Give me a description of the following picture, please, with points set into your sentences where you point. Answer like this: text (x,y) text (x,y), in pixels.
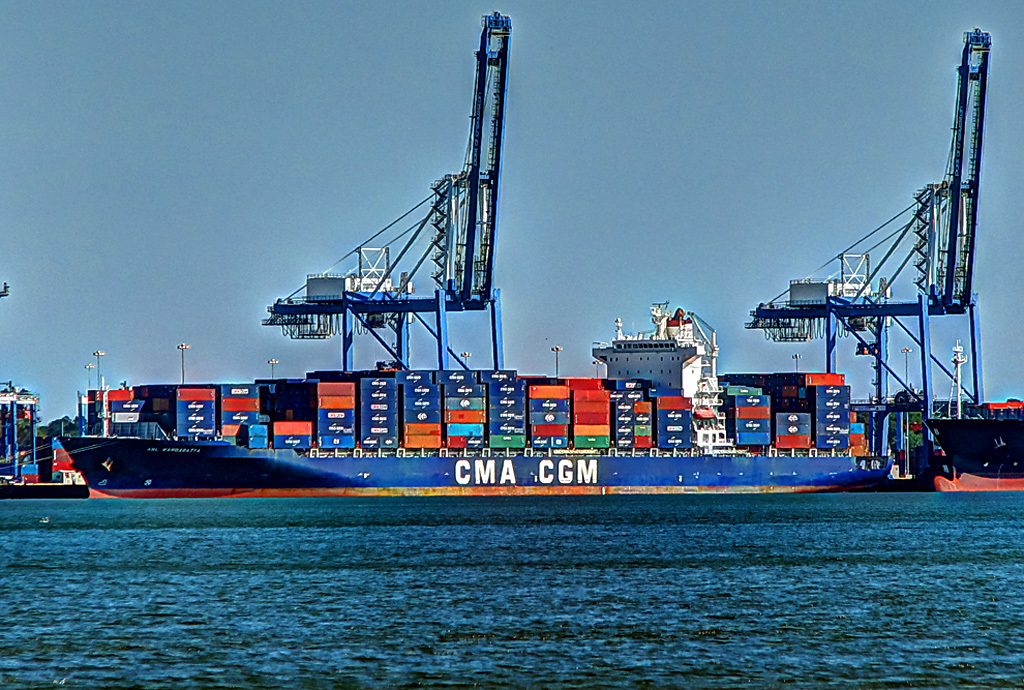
At the bottom of this image (462,567) I can see the water (505,577). In the background (614,459) there is a cargo ship (224,441), two cranes (394,296) and a building (678,347). At the top of the image (732,134) I can see the sky (729,157). On the left side (182,373) there are few poles (34,410).
